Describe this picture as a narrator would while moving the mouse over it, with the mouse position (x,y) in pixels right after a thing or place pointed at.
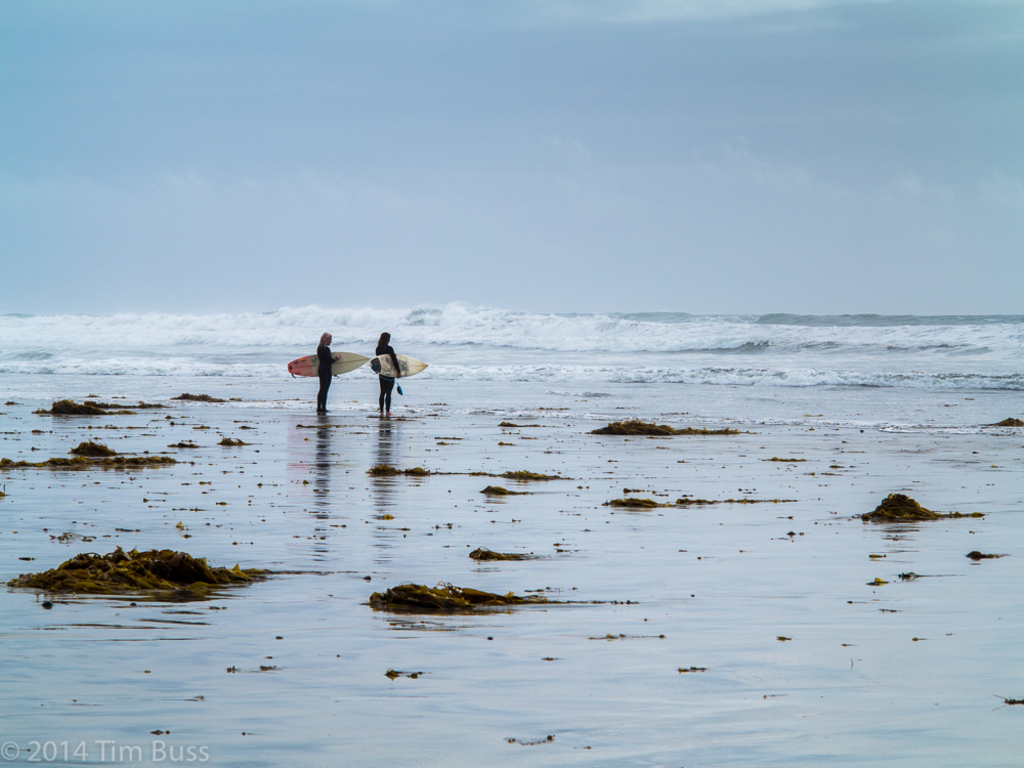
In this image there are two people (327,376) standing and holding surfing boards (381,371) in their hands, in front of them there is water (421,404).
